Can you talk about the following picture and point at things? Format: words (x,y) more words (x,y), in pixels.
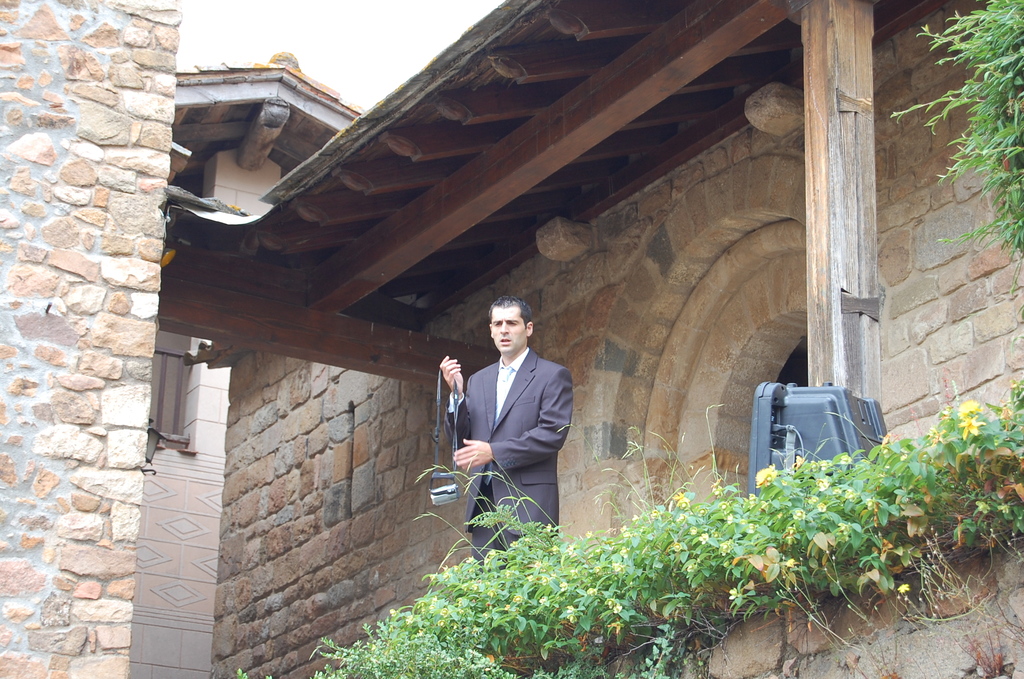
In the foreground of the picture (609,590) there are plants (725,604), wall (791,615), speaker (826,395) and wooden pillar (822,178). In the center of the picture (515,443) there is a person (490,401) wearing a suit (543,406). In the background (396,305) there are houses (286,204) and sky (320,57).
